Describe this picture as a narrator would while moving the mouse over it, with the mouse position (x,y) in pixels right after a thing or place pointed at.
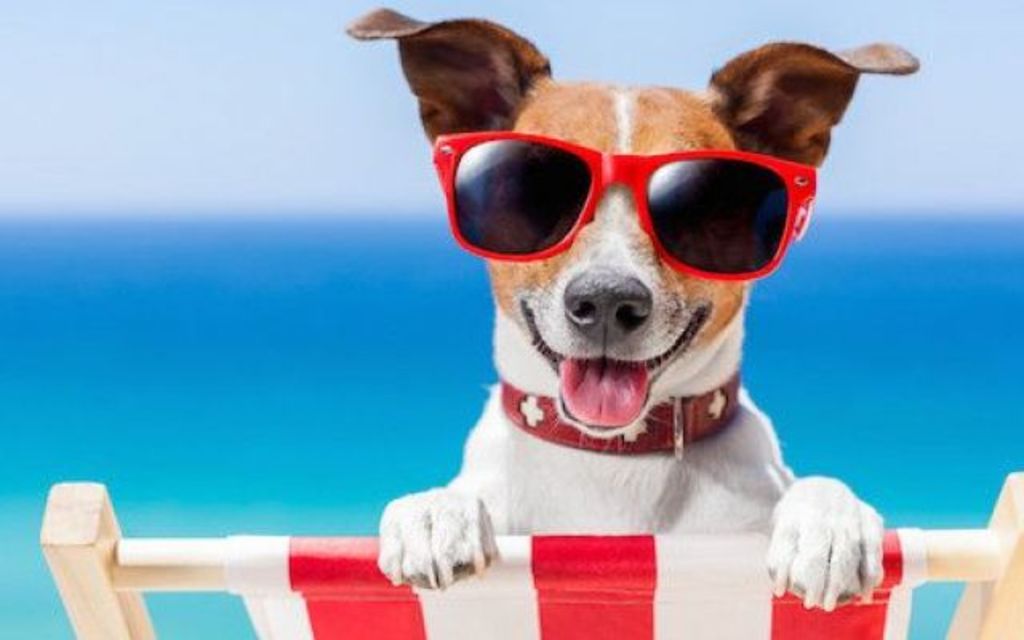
In this image there is a dog (693,301) with spectacles (682,187) resting its paws (472,555) on the chair (300,538), and there is blue background (257,213).
